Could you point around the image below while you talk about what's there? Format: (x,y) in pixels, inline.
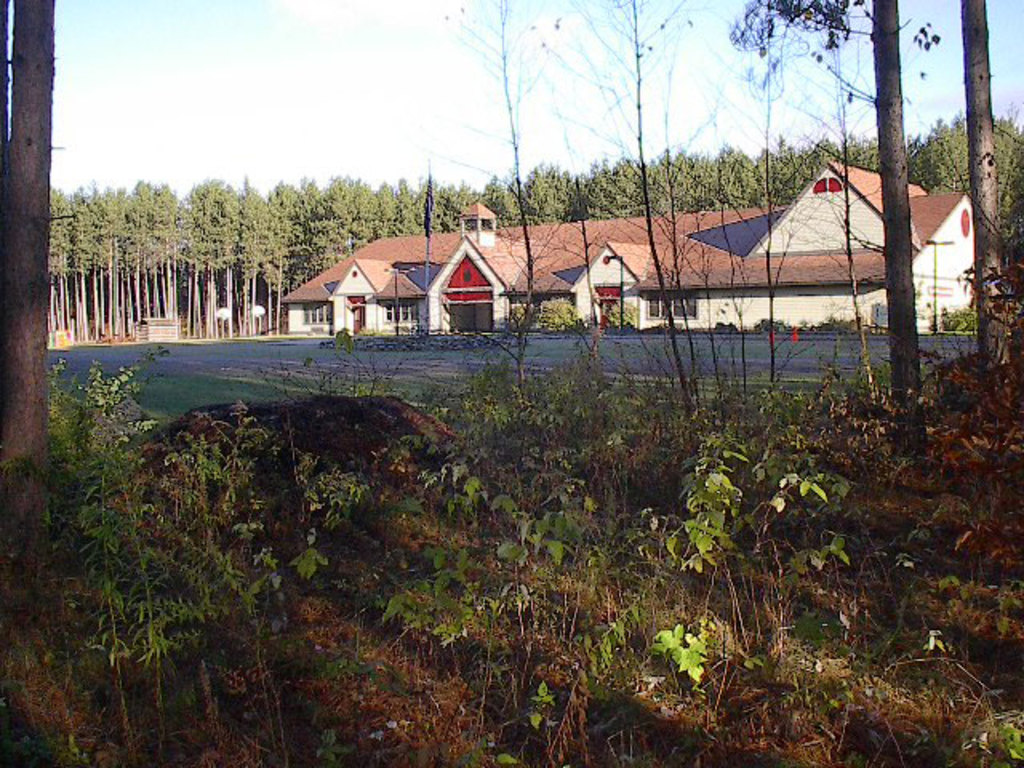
In this image I can see at the bottom (313,660) there are plants (501,491), in the middle (400,297) there are houses (399,287). At the back side (290,244) there are trees (460,226), at the top (402,91) it is the sky (379,96).
